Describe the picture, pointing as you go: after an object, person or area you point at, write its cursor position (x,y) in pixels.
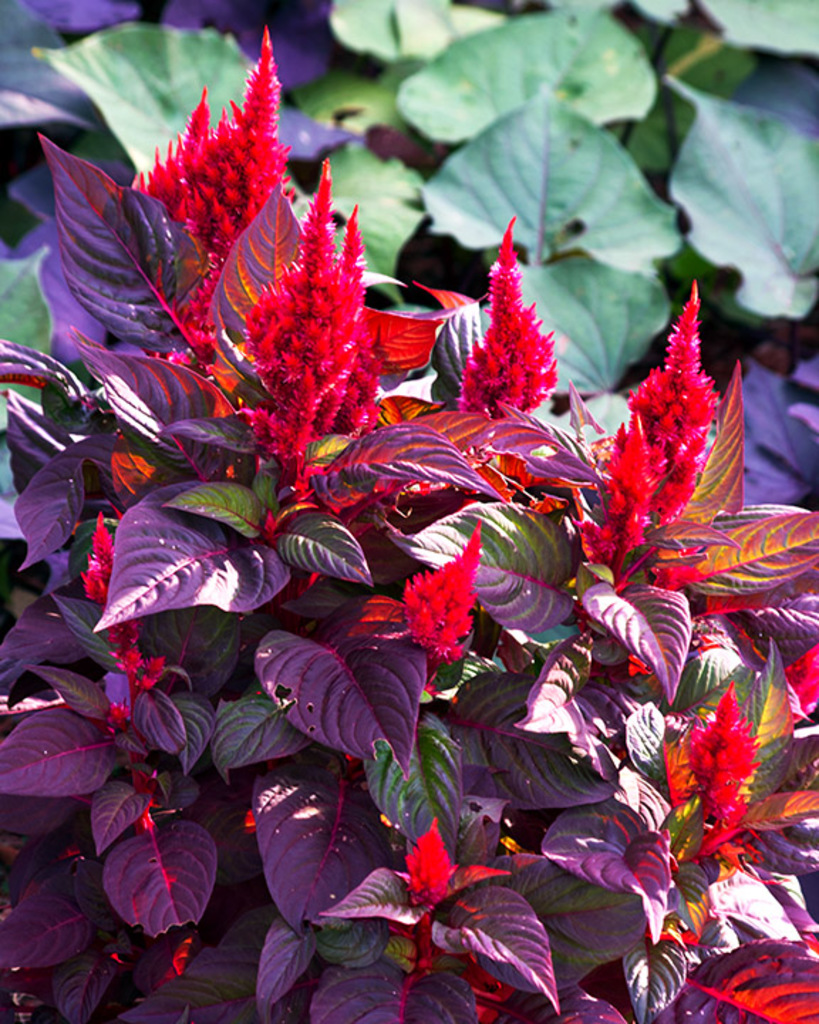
In this picture I can see there are some plants (334,486) and there are some flowers (442,625) to the plants (375,527).
